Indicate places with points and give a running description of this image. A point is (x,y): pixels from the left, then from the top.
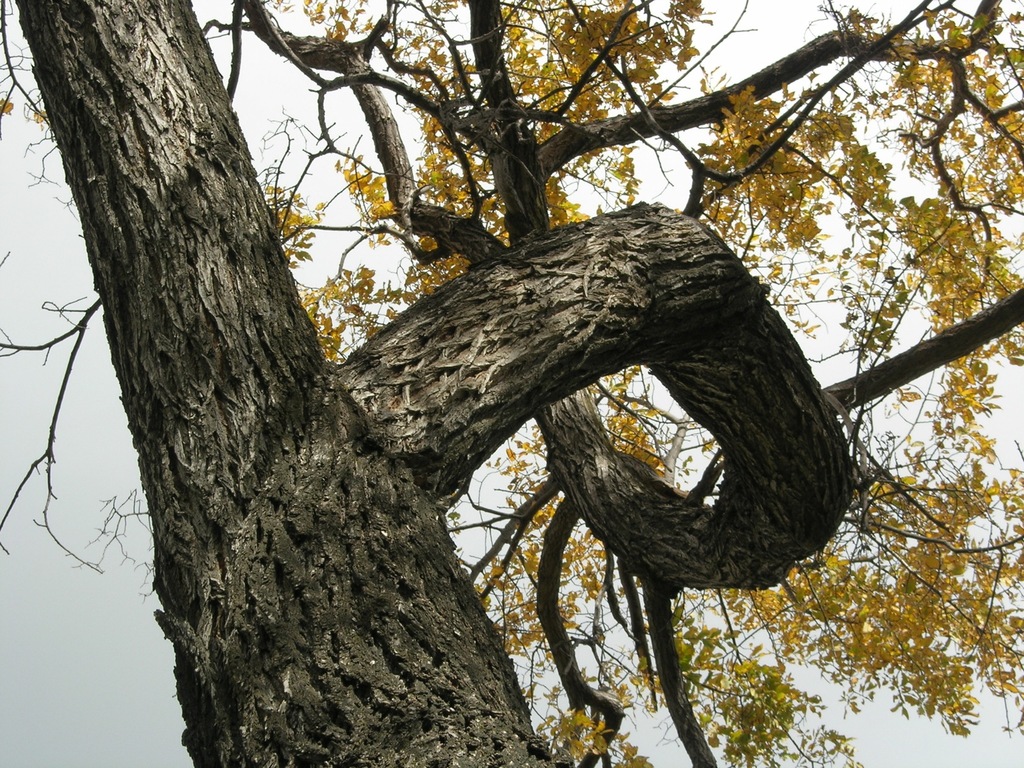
In the foreground of this image (230,472), there is a tree (377,460). In the background (103,462), there is the sky (93,452).
